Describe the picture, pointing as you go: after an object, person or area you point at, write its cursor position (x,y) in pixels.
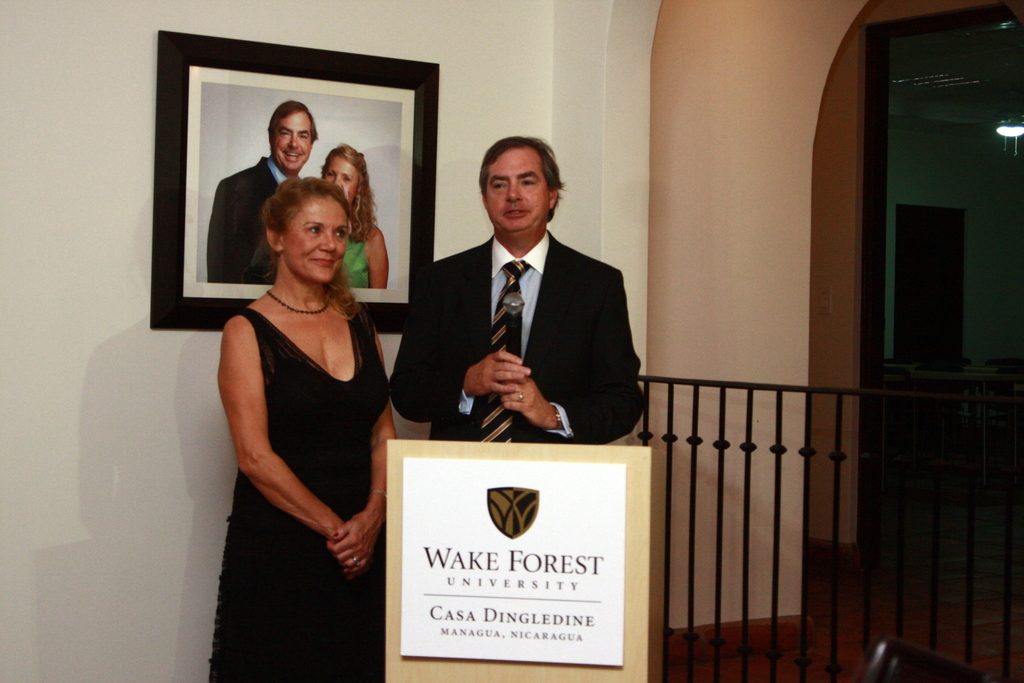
In the picture we can see a man (487,201) and a woman (363,409) standing, a man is wearing a blazer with tie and shirt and the woman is wearing a black dress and in the background (157,443) we can see a wall (67,78) with a photo frame (209,241) of man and woman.
